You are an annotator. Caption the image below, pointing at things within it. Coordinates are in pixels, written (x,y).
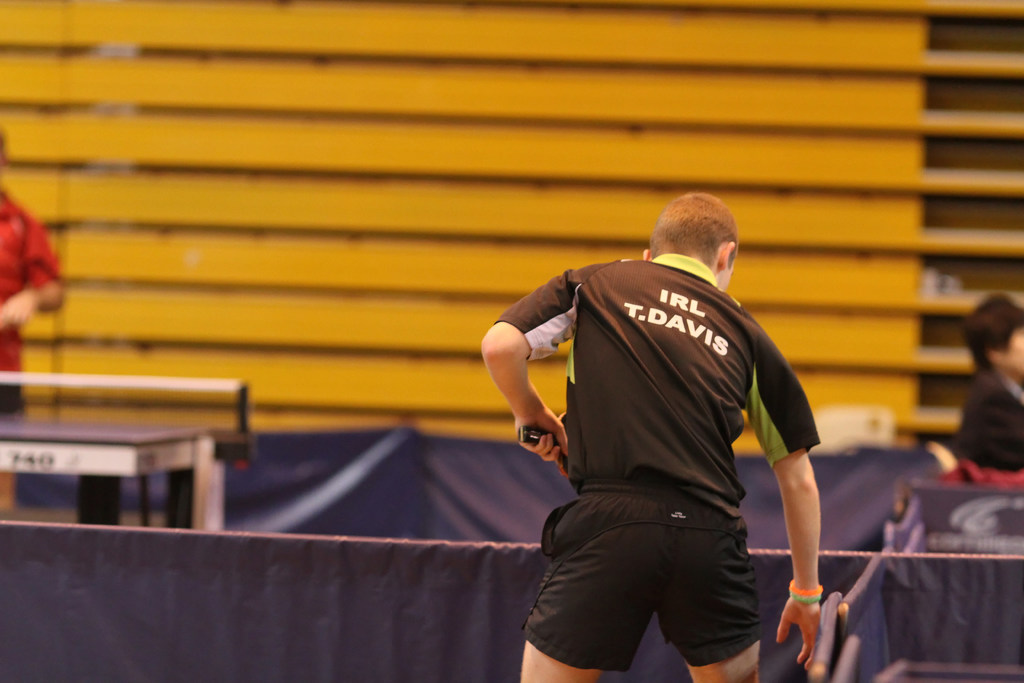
There is a man (582,534) holding something in the hand (558,428). On the right side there is a person (984,425) sitting. On the left side (36,264) there is a person (23,240) standing. In the back (87,290) there is a wall (74,285).
